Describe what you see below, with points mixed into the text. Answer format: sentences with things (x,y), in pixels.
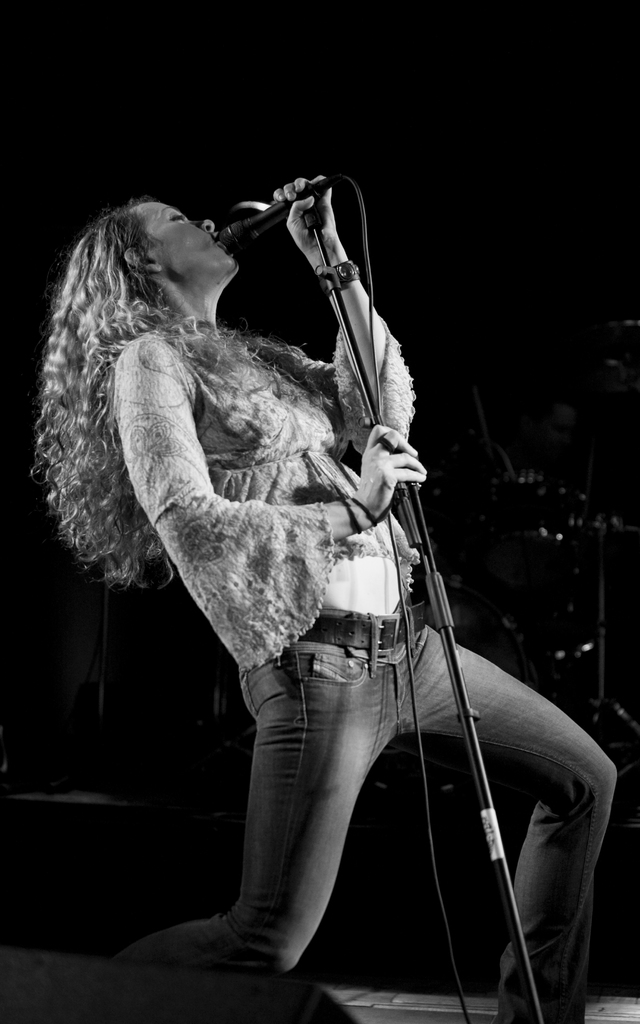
In this picture we can see woman (309,746) holding mic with her hand (292,197) and singing and in background (175,684) it is dark.
